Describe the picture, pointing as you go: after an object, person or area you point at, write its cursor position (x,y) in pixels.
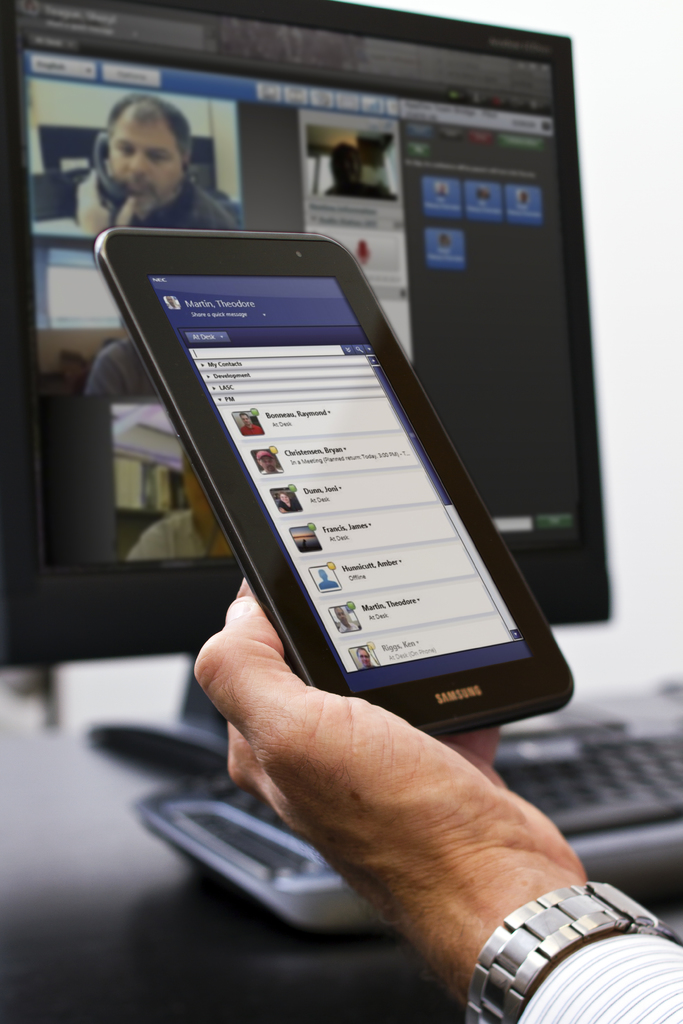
At the bottom of the image (496,917), we can see human hand (398,801) is holding a tablet (320,674) with screen (429,636). On the screen (370,566) we can see few image (322,544), text (249,376) and icons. Background (648,690) we can see the blur view. Here there is a keyboard (646,785) and monitor (140,639). On the monitor screen (545,451), we can see few images (322,143) and some icons (537,219).
